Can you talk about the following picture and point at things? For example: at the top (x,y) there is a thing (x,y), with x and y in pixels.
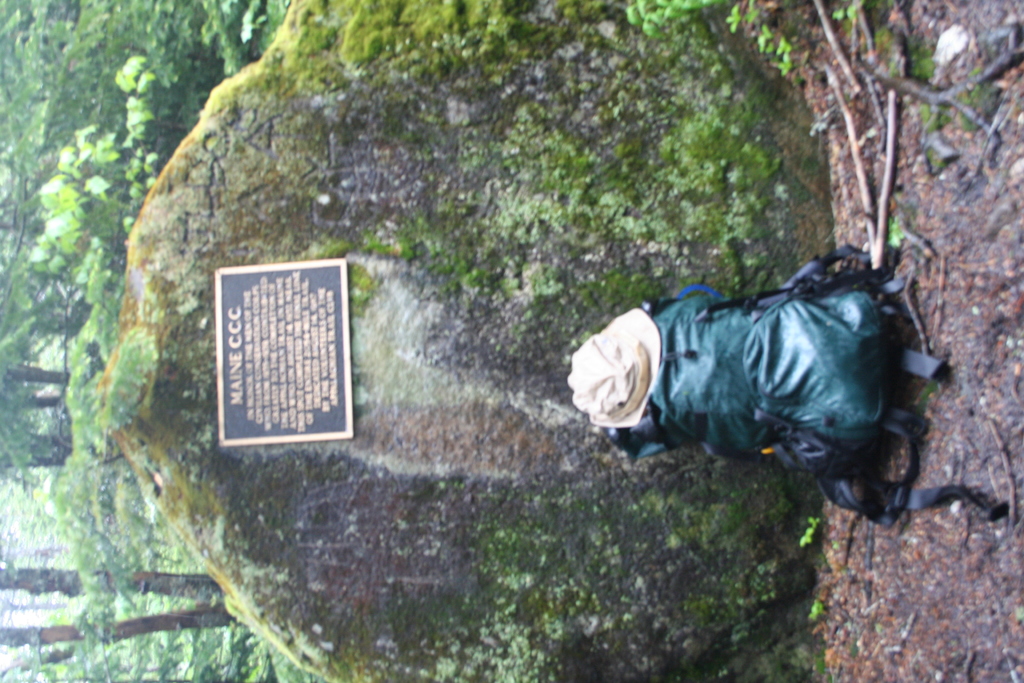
On the right side of the image (844,448) we can see a backpack (793,421) and a hat (649,375). On the left (115,591) there are trees (123,237), rock (209,245) and a board (259,418).
